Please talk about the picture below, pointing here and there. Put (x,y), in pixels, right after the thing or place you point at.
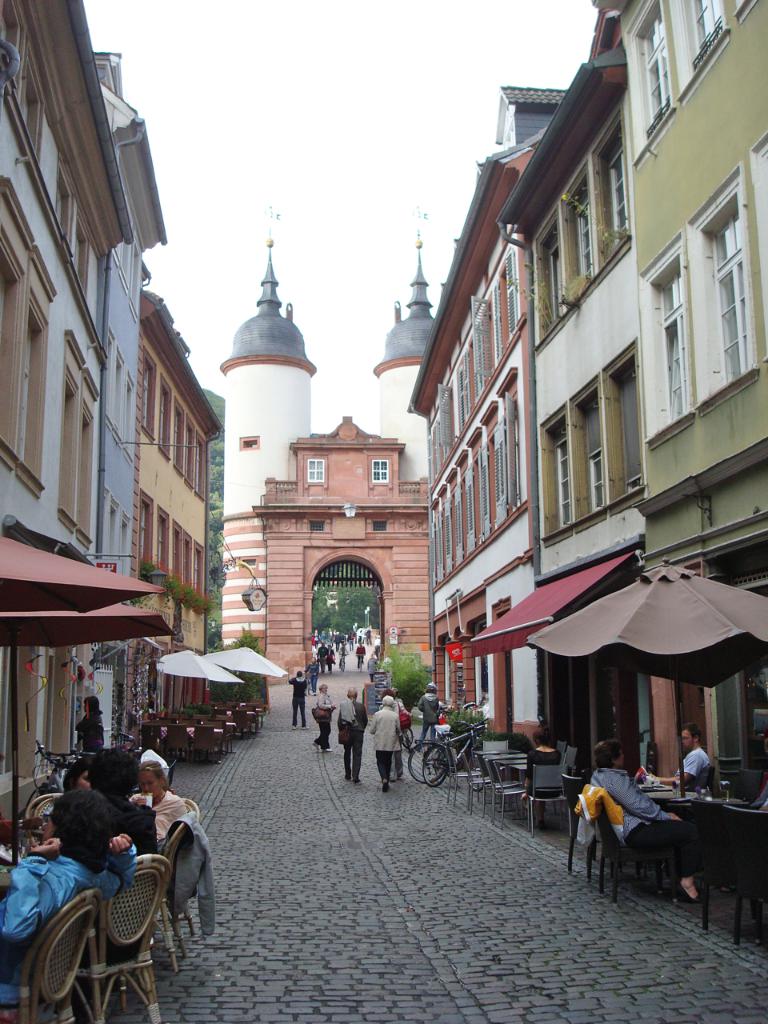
As we can see in the image there are buildings (232,493), tables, chairs (734,881), few people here and there and on the top (284,90) there is a sky (350,88).
